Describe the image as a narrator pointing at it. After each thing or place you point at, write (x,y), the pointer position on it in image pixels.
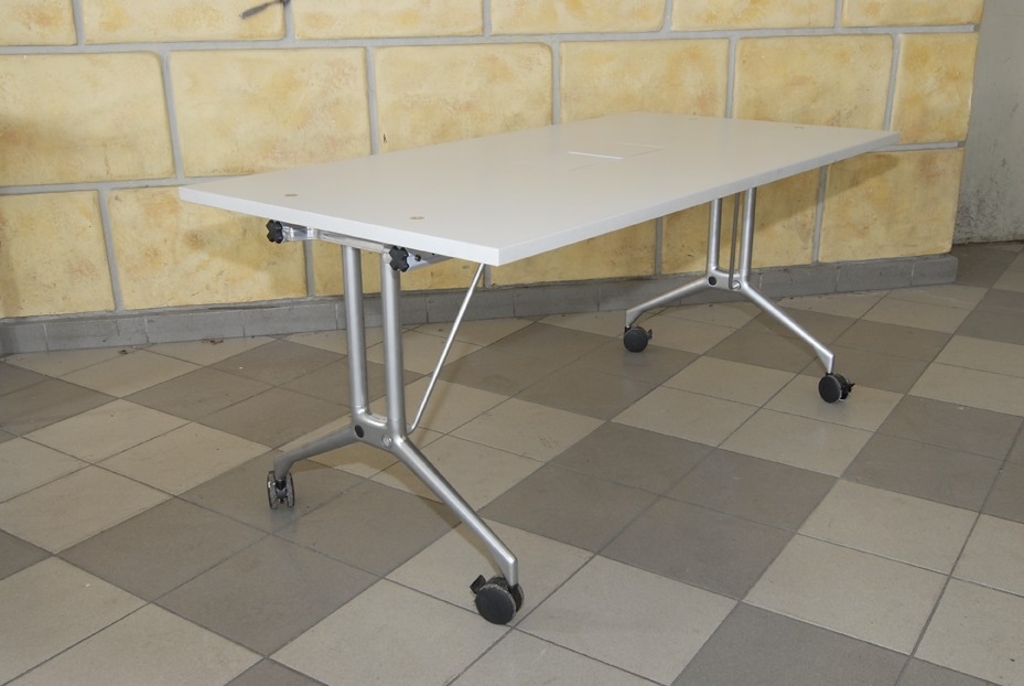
In this image we can see a table (743,151) on the floor (416,564). Behind the table (389,179), we can see a wall (434,82).
